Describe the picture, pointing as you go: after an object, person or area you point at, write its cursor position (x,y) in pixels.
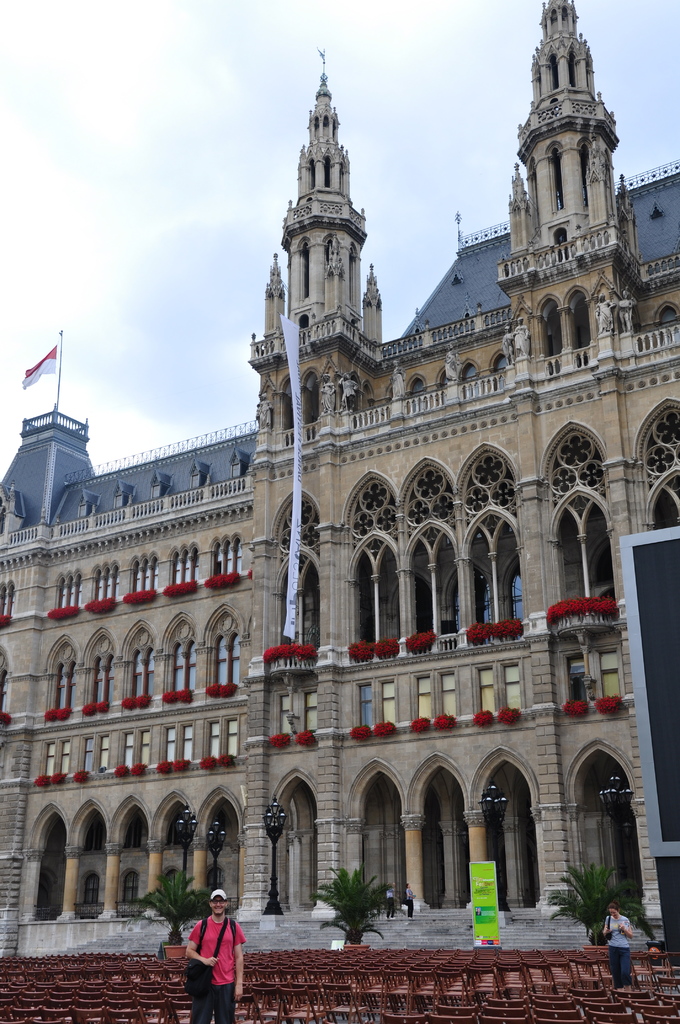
In this picture there is a building (442,511) and there are flags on the building (586,418). In the foreground (615,993) there are two people (219,1014) standing and there are chairs (362,1001) and there are plants (638,915) and there is a hoarding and there might be a screen (664,816) and there are two people (411,893) standing on the stair case (407,931). At the top (154,257) there is sky (150,256) and there are clouds (109,74).
